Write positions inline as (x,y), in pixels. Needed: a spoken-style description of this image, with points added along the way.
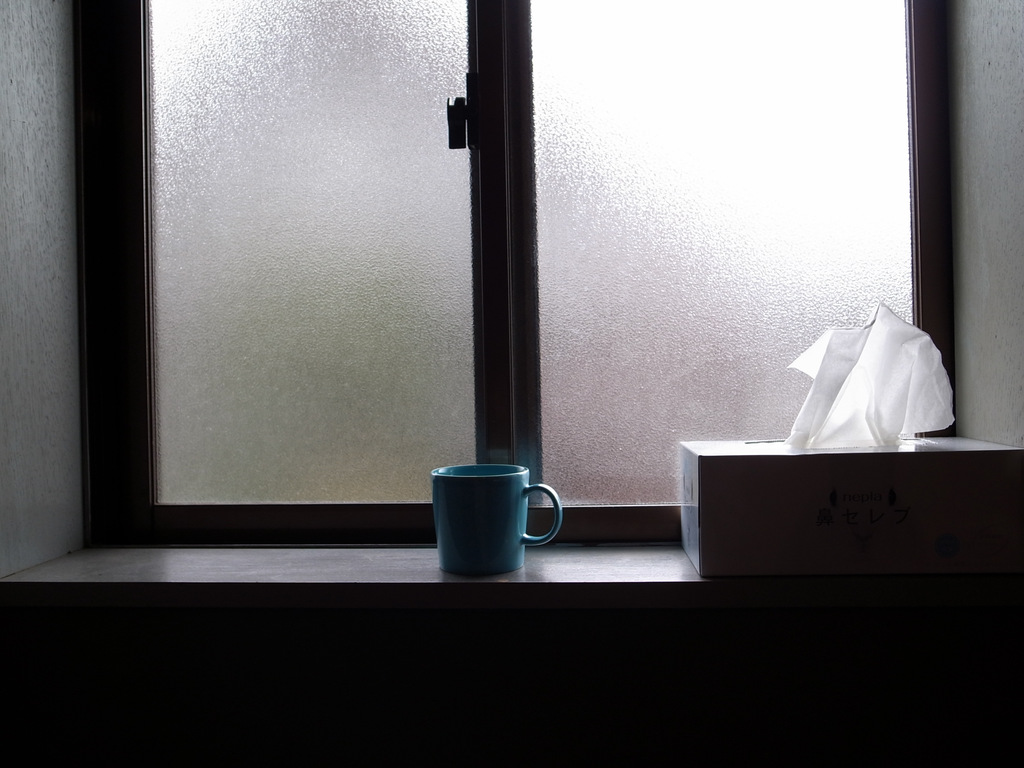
In this image I can see a cup (486,509) which is blue in color and a box (807,479) in which I can see tissues (893,441) which are white in color and I can see the window (558,311).
